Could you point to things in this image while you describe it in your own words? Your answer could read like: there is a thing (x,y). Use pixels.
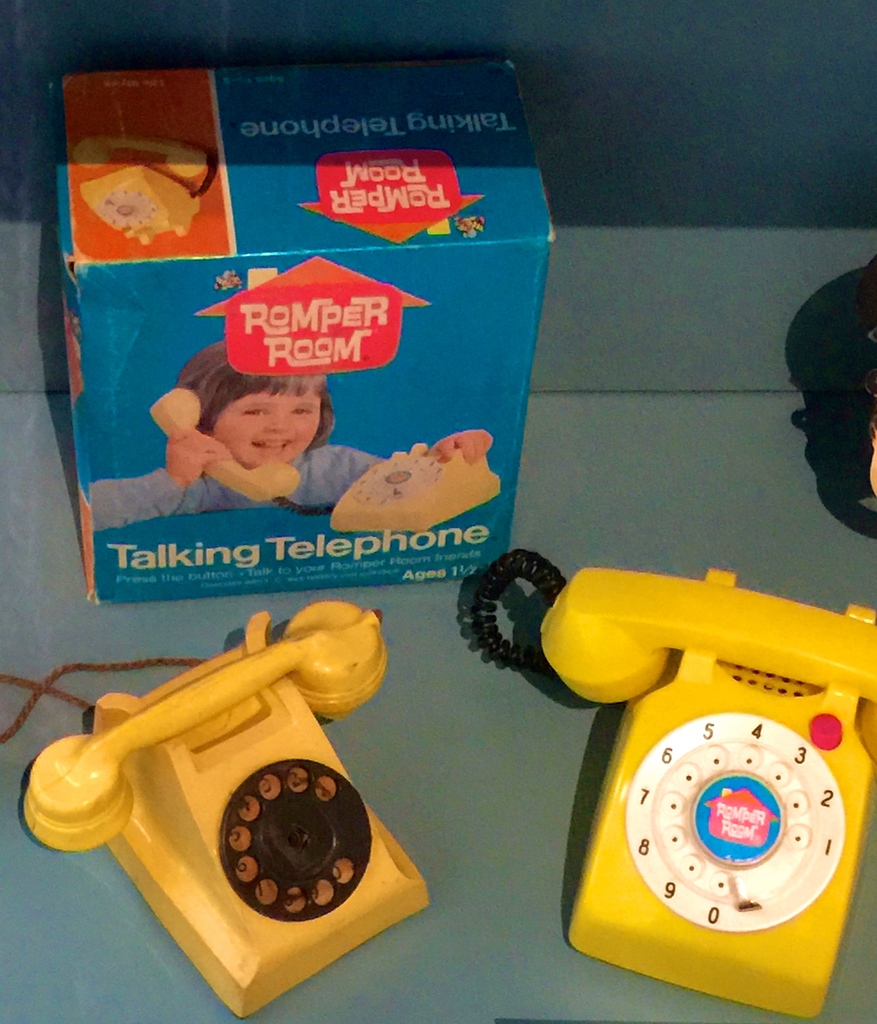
In this picture I can see at the bottom (696,925) there are telephones (768,638), at the top (463,190) there is a box (398,424) with the images (358,452) on it.
